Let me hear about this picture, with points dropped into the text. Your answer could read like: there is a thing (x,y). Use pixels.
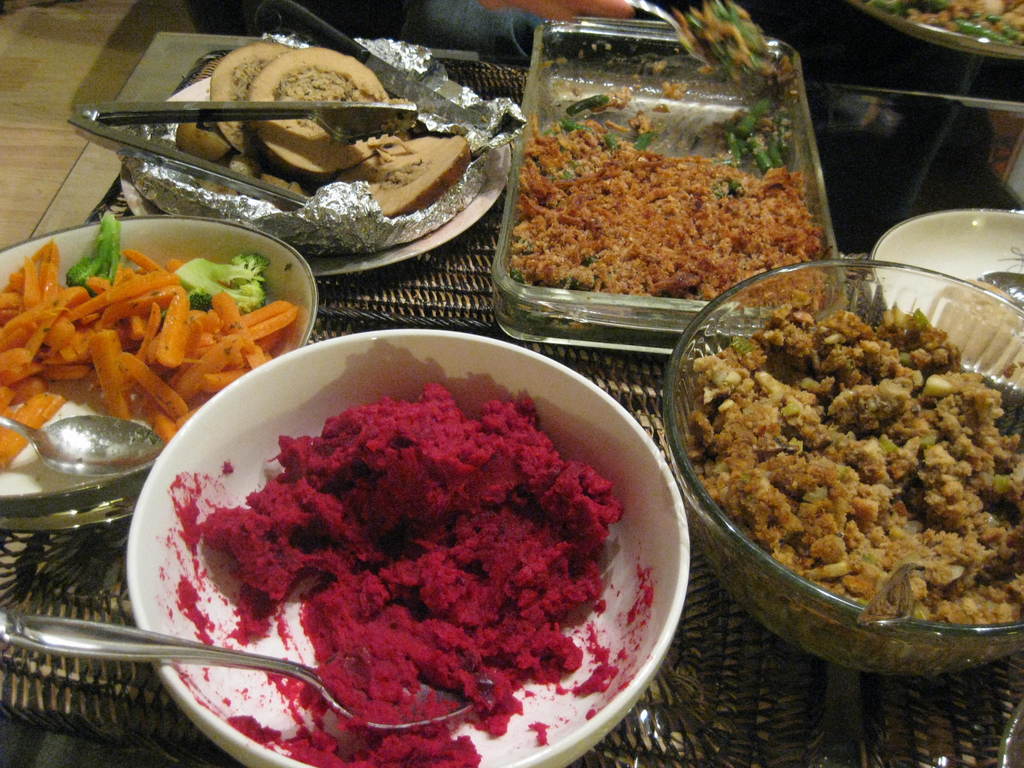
In this picture we can see bowls (773,557), plates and a tray (527,311) on an object (899,721) and on the plates (364,257) and bowls (547,396) there are some food items (370,411), spoons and an aluminum foil (347,224).
